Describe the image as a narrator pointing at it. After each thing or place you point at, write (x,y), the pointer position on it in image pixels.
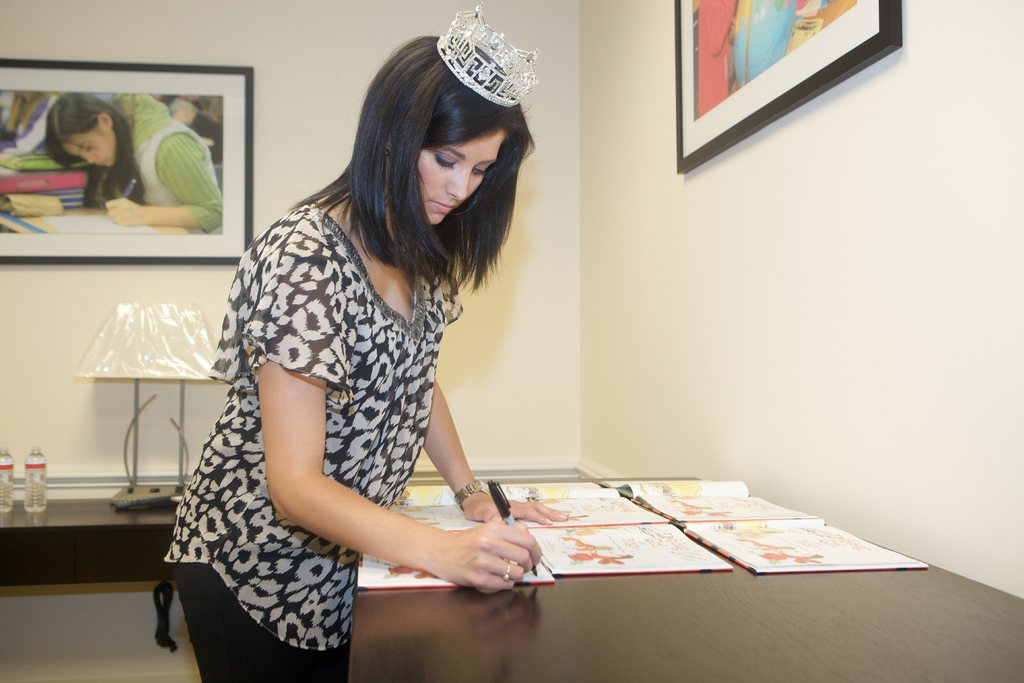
In this picture I can see a woman (324,350) in front (358,224), who is standing and I see that she is holding a pen (511,514) in her hand (490,551) and I see a crown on her head (419,39). In front of her I can see a table (754,636) on which there are many books (555,558) and I can see the wall (592,149) on which there are 2 photo frames (108,79). In the background (4,547) I can see another table (103,561) on which there are 2 bottles (37,484) and a thing (109,360).
